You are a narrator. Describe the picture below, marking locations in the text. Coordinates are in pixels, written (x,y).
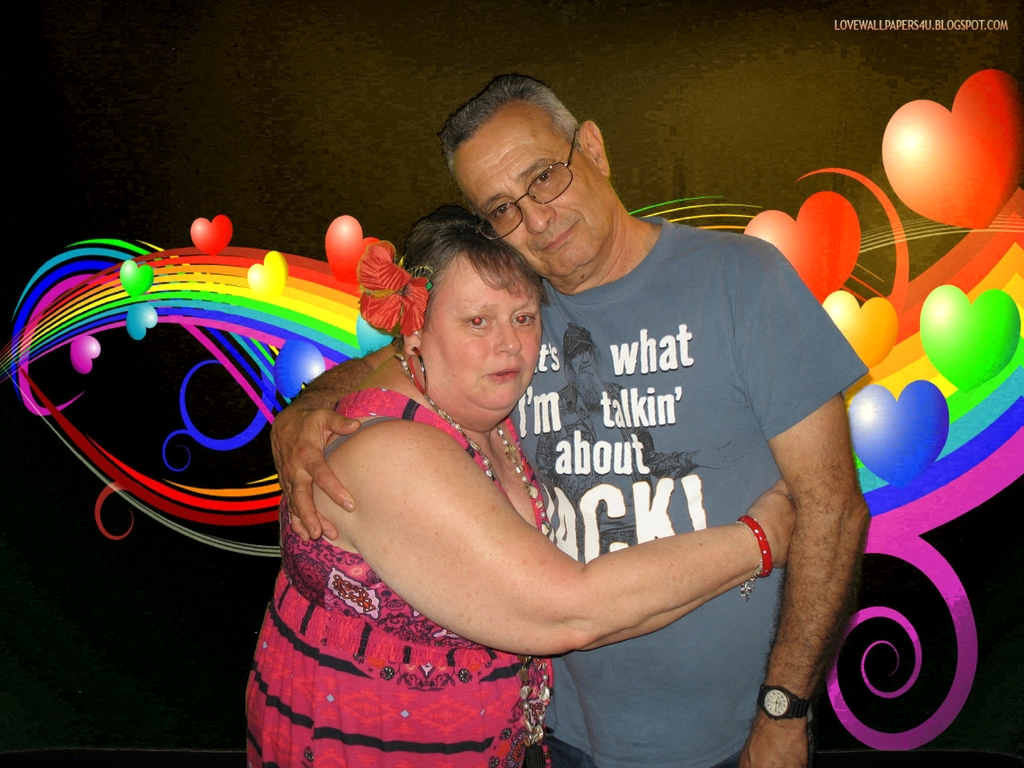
In This image in the center (530,274) there is one man (617,363) and one woman (435,454) standing, and they are hugging each other. And in the background (89,564) it looks like an art (181,402), and at the top of the image (928,28) there is text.
